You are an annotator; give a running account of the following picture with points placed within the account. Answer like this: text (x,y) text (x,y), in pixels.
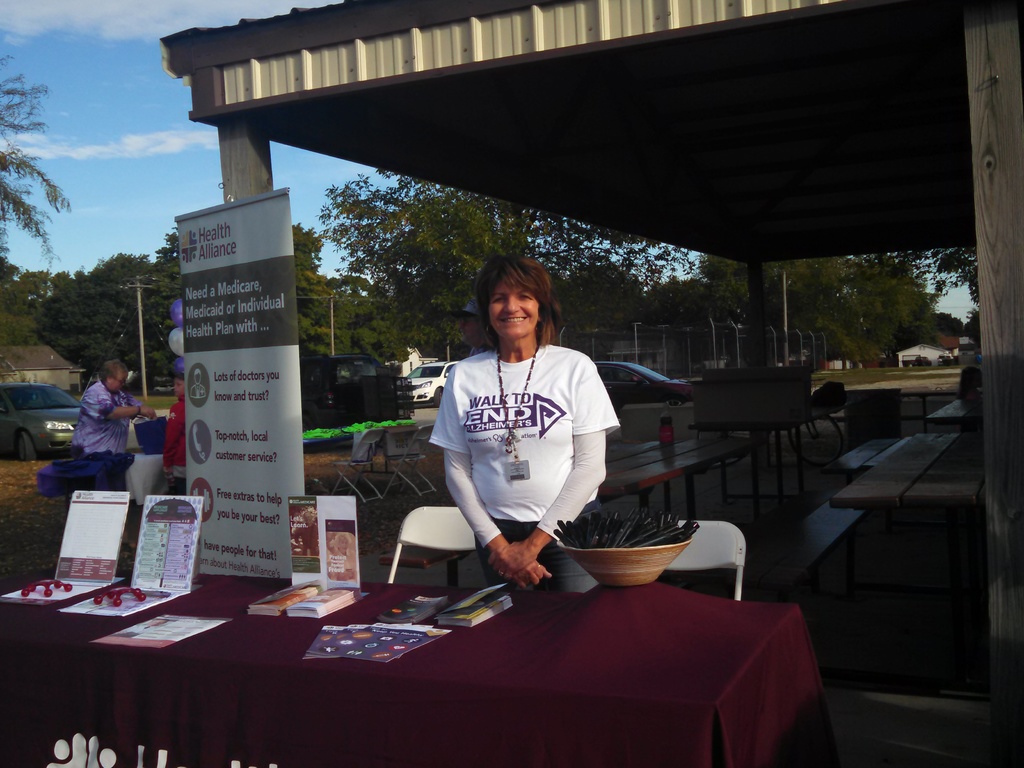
This image consist of a woman (508,484) standing in front of a table (181,670). The table (277,641) is covered with a brown cloth (415,662) on which there are some books (259,611), and papers (332,577) are kept. The woman (522,392) is wearing white dress (526,373). In the background (76,323), there are trees (104,267), cars (369,354), tables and buildings (932,360).
